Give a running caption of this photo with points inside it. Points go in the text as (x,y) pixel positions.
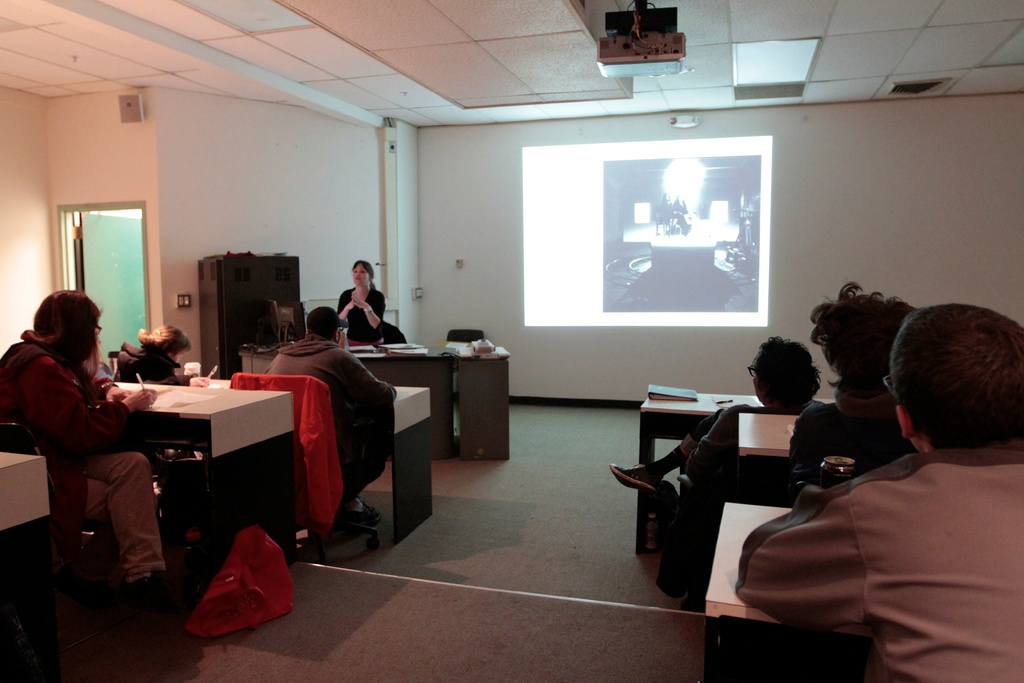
In this image there are group of people (844,385) sitting in chair (379,441) near the table (290,429) and in back ground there is projector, screen (624,281), door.
